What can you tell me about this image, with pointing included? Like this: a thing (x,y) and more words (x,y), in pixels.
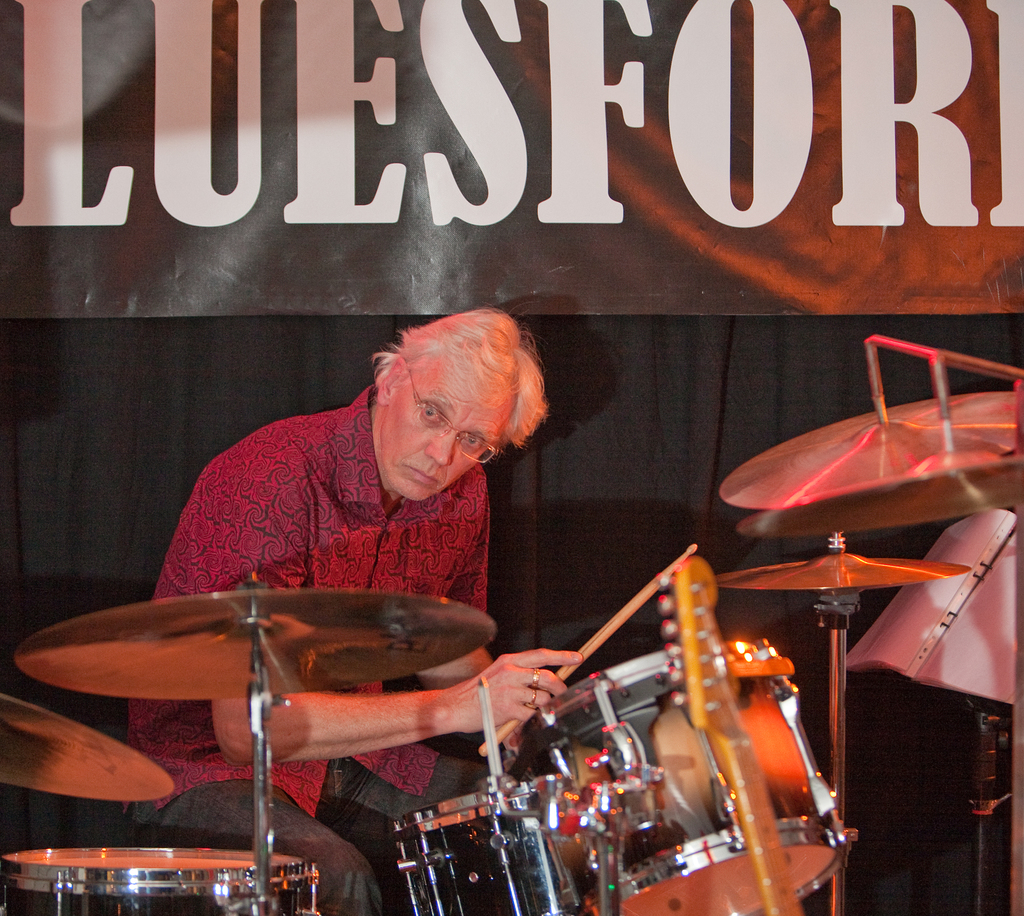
In the image we can see there is a man (401,467) sitting near the drums (546,796) and holding stick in his hand (511,664). Behind there is a banner (612,130).
